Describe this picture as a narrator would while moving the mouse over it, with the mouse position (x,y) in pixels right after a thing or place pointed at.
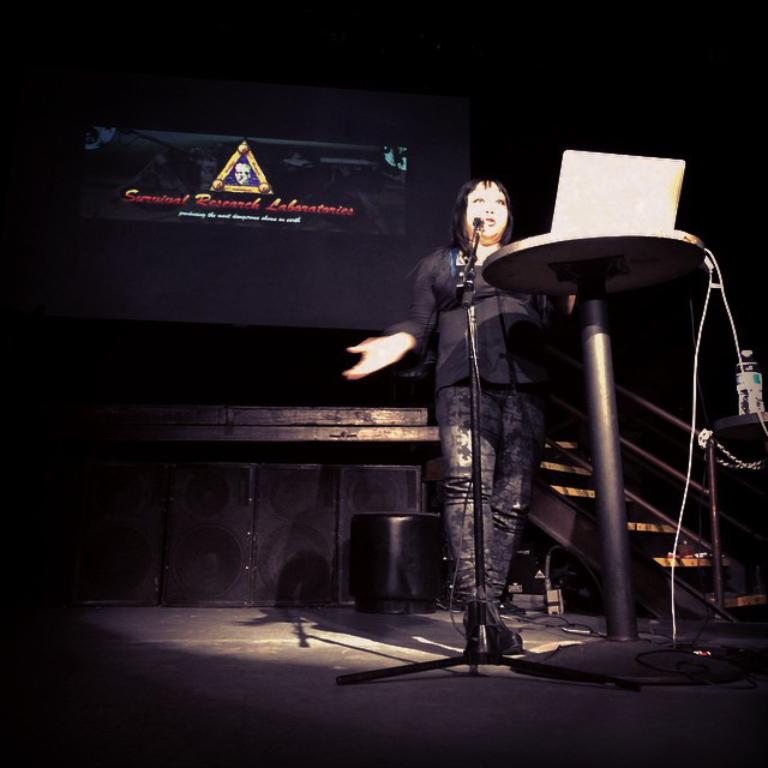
In this image on the right side (516,498) there is one person (502,353) standing, and she is talking in front of her there is a mike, and there is one table (594,248). On the table (571,252) there is a laptop (586,174), in the background (241,174) there is a screen (269,265) and some speakers (125,571) and there is a staircase (653,497) and objects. At the bottom (152,692) there is floor (138,696) and some wires (591,633).
